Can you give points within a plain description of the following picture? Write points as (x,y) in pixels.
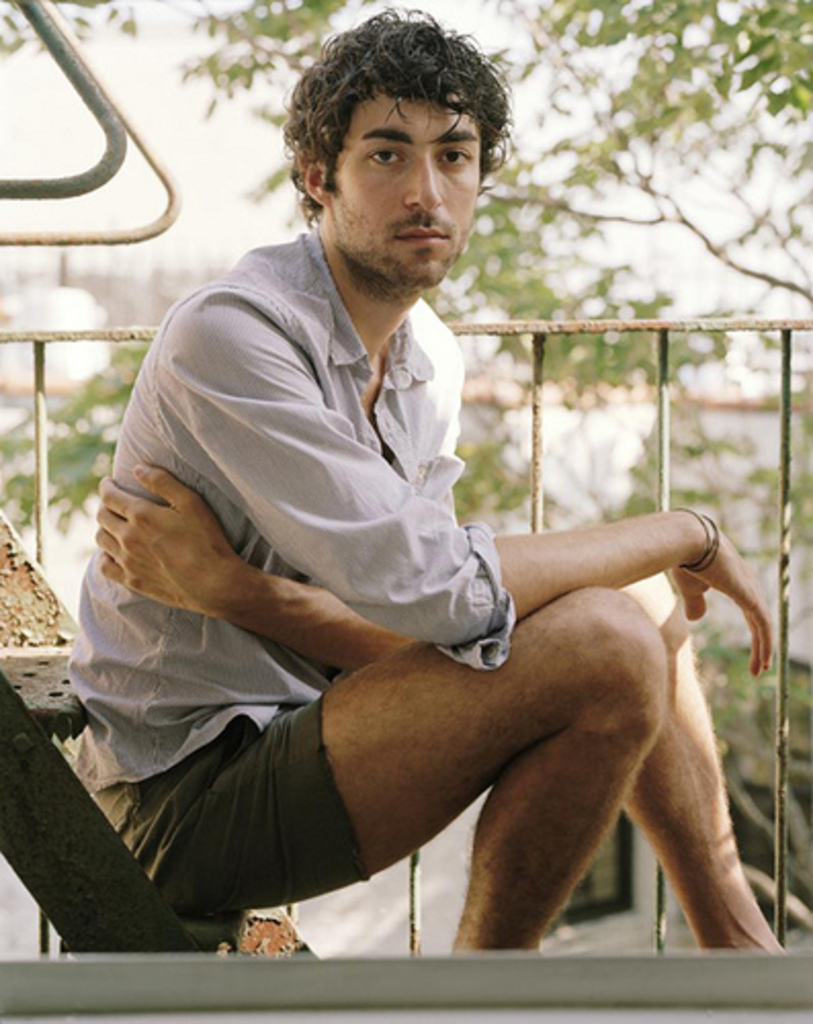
In this picture there is a boy (280,365) in the center of the image (278,354) and there is a boundary (780,400) behind him and there are trees (470,312) in the background area of the image (513,278).
